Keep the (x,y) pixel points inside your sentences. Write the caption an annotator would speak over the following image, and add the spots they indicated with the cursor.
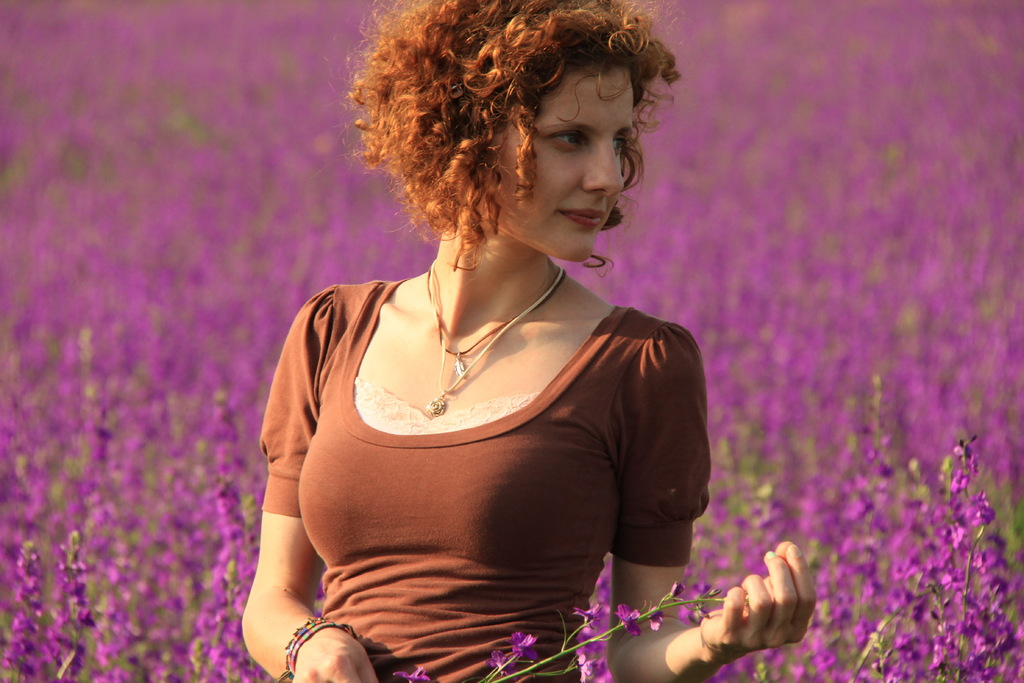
In this picture there is a woman (531,275) with brown dress (493,428) is holding the flowers (653,616). At the bottom (715,583) there are purple color flowers (276,183) on the plants (188,429).
